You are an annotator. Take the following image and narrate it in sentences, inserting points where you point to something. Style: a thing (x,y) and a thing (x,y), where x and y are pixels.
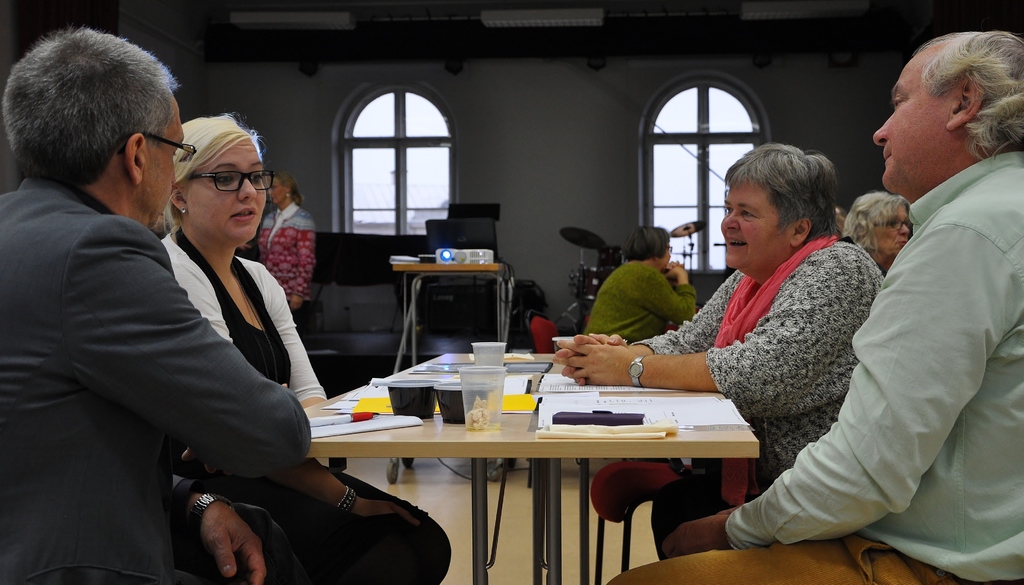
In this image I can see people (895,237) where one is standing and rest all are sitting. Here I can see these two are wearing specs (145,137). I can also see few tables (408,451), windows (723,177), a drum set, a projector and here on this table (587,449) I can see few papers (554,395), few glasses (476,390) and few other stuffs (360,415).
